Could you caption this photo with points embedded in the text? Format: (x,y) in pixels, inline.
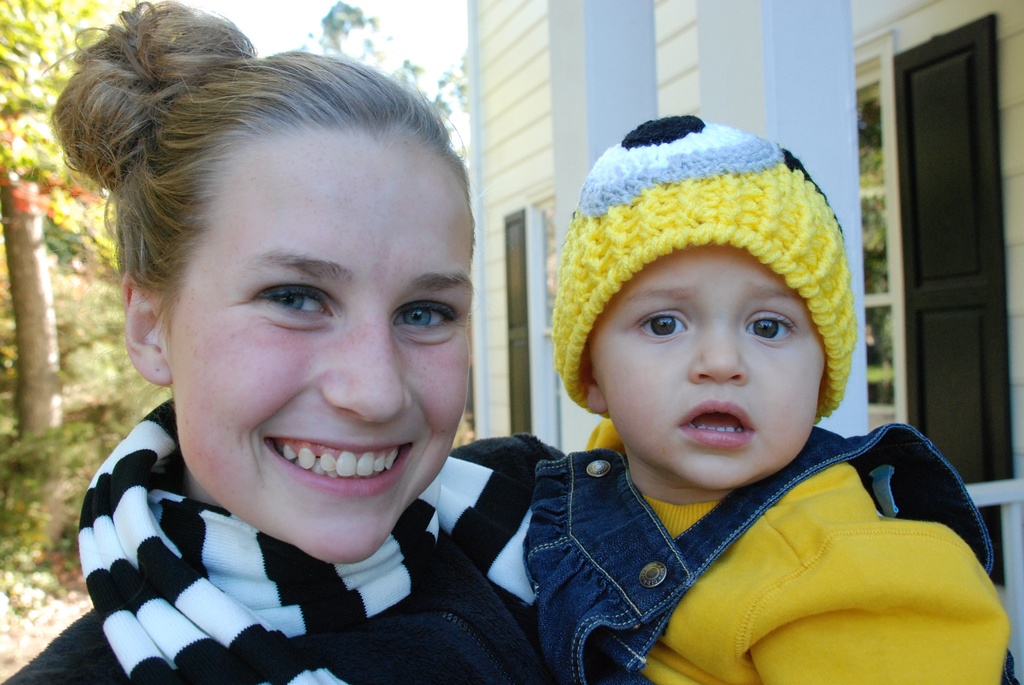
In this picture I can see a woman (379,455) smiling and carrying a baby (638,429), and in the background (835,18) there are trees (27,19) and a house (842,12).
